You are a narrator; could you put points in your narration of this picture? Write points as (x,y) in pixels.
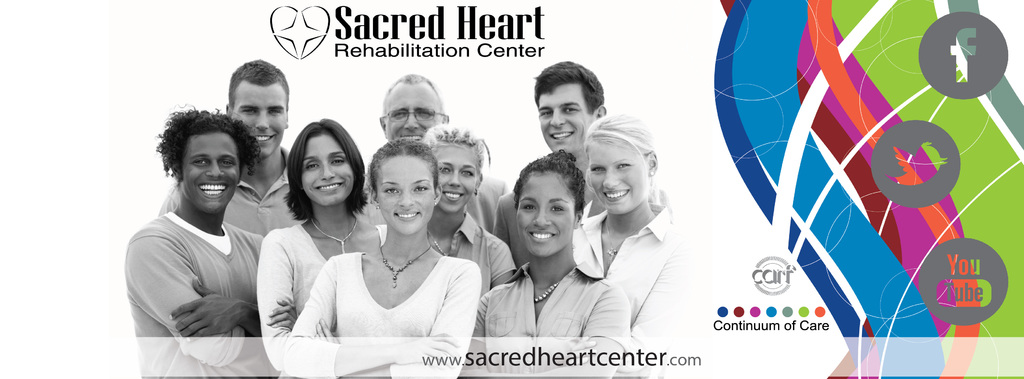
This is a poster (377,82) in this image in the center (637,208) there are some people (417,171) who are standing and smiling, and at the top (453,37) and bottom of the image (508,351) there is some text (644,350).
